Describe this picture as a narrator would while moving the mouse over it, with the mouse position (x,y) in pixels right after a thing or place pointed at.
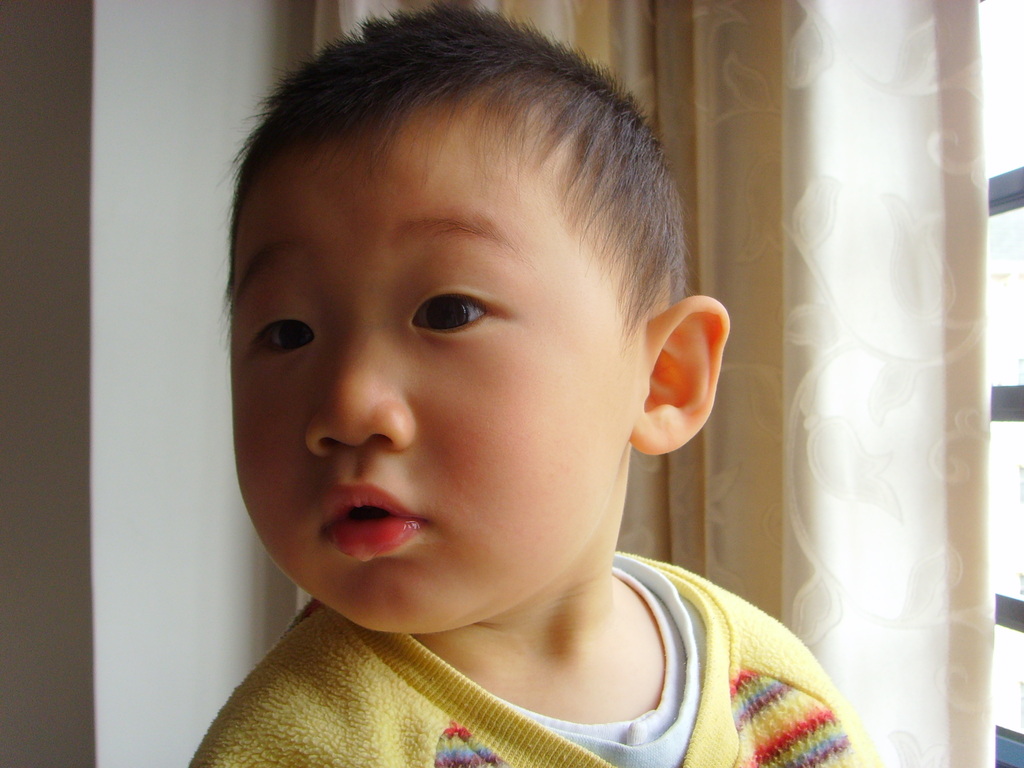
In this image, I can see a boy (731,684) with a yellow sweater (744,686). This looks like a curtain (790,392) hanging. On the right side of the image (1003,153), I think this is a window (1004,257). Here is the wall (103,323).
